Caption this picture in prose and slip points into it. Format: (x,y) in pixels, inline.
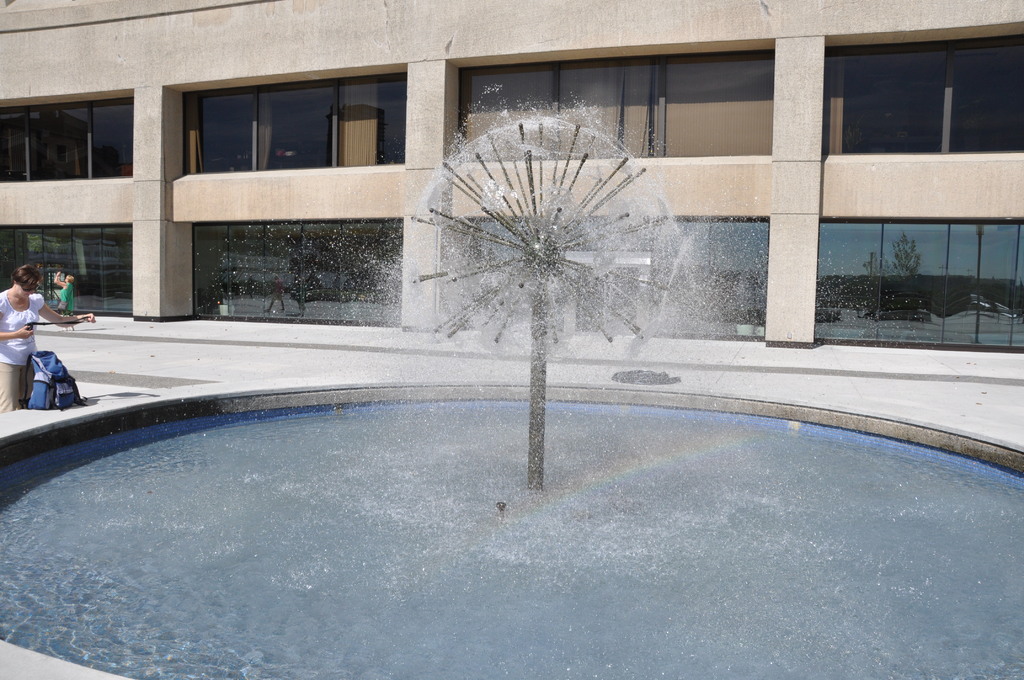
In this picture there is a fountain (697,442) in the foreground (591,520). On the left side of the image (8,348) there is a woman (20,370) standing and holding the object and there is a person (65,313) walking. At the back (978,154) there is a building (391,270) and there are reflections (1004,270) of trees (904,270) and there is a reflection (715,279) of sky (887,272) on the mirror (917,272) and there are curtains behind the mirror (394,112).
